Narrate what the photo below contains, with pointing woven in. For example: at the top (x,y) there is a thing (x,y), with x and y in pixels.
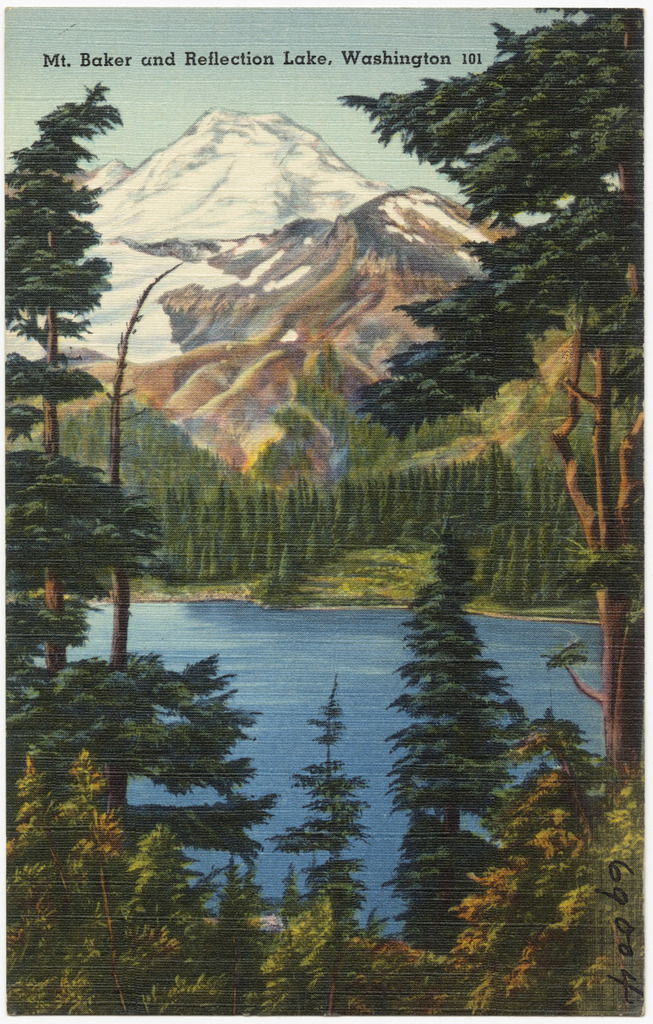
This is a painting and here we can see mountains (315,419), trees (320,542) and at the bottom (280,693), there is water (343,743).
